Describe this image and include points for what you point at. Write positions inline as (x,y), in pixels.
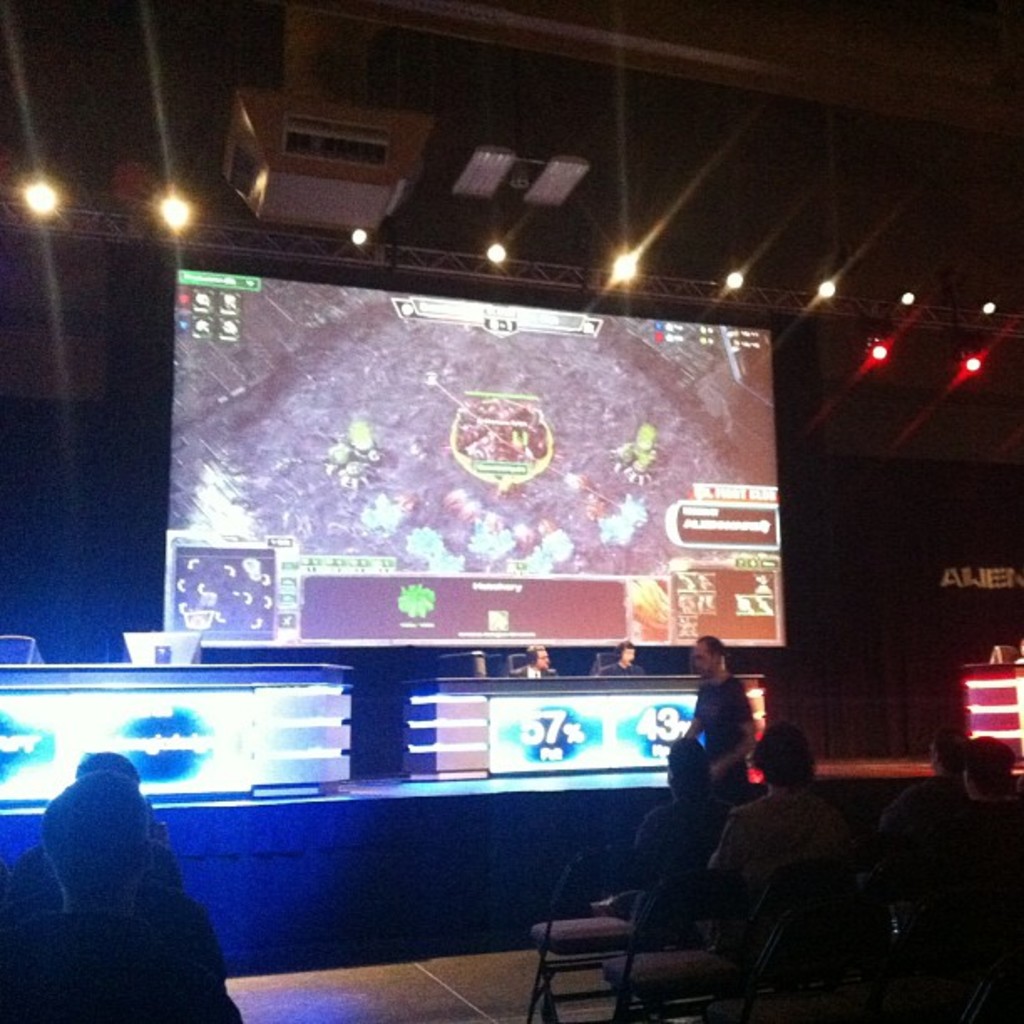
In this picture we can observe a projector display screen (389,425). We can observe two members (533,659) sitting in front of a table (479,694). There are some people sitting in the chairs (604,974) in front of the stage (435,790). In the background (24,190) there are lights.
